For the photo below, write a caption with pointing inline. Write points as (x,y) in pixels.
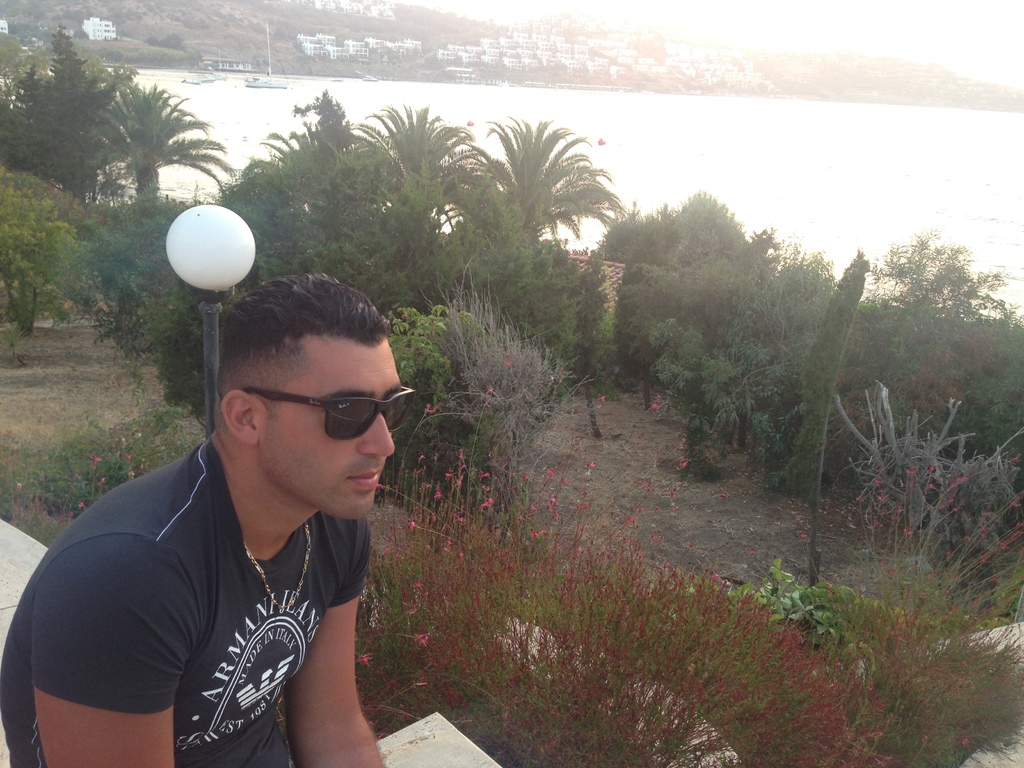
This picture is clicked outside the city. At the bottom of the picture (182,610), we see a man (165,617) in black T-shirt (199,630) who is wearing goggles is sitting on the wall (433,747). Beside him, we see plants (553,531) and a street light (208,229). Beside that, there are trees (673,277). Beside the trees (136,313), We see water (762,162) and boats (259,86). There are trees (423,56) and buildings (536,43) in the background (612,62).
